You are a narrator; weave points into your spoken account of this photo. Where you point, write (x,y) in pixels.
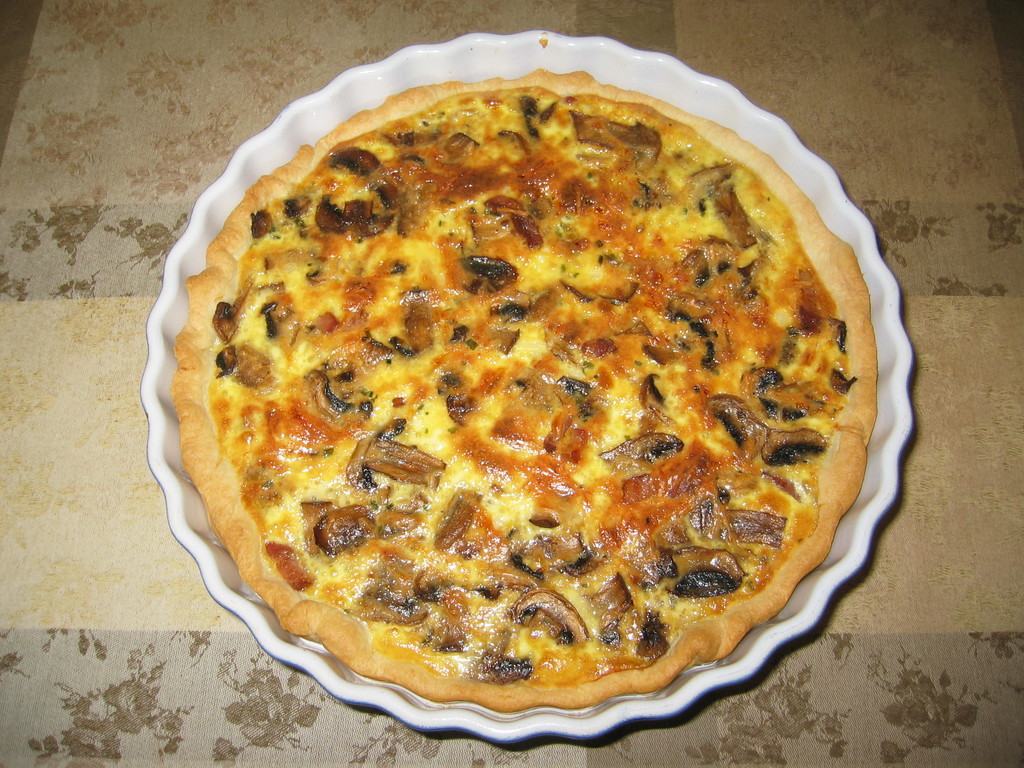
In this image, we can see a quiche (655,376) on the plate (158,410).
